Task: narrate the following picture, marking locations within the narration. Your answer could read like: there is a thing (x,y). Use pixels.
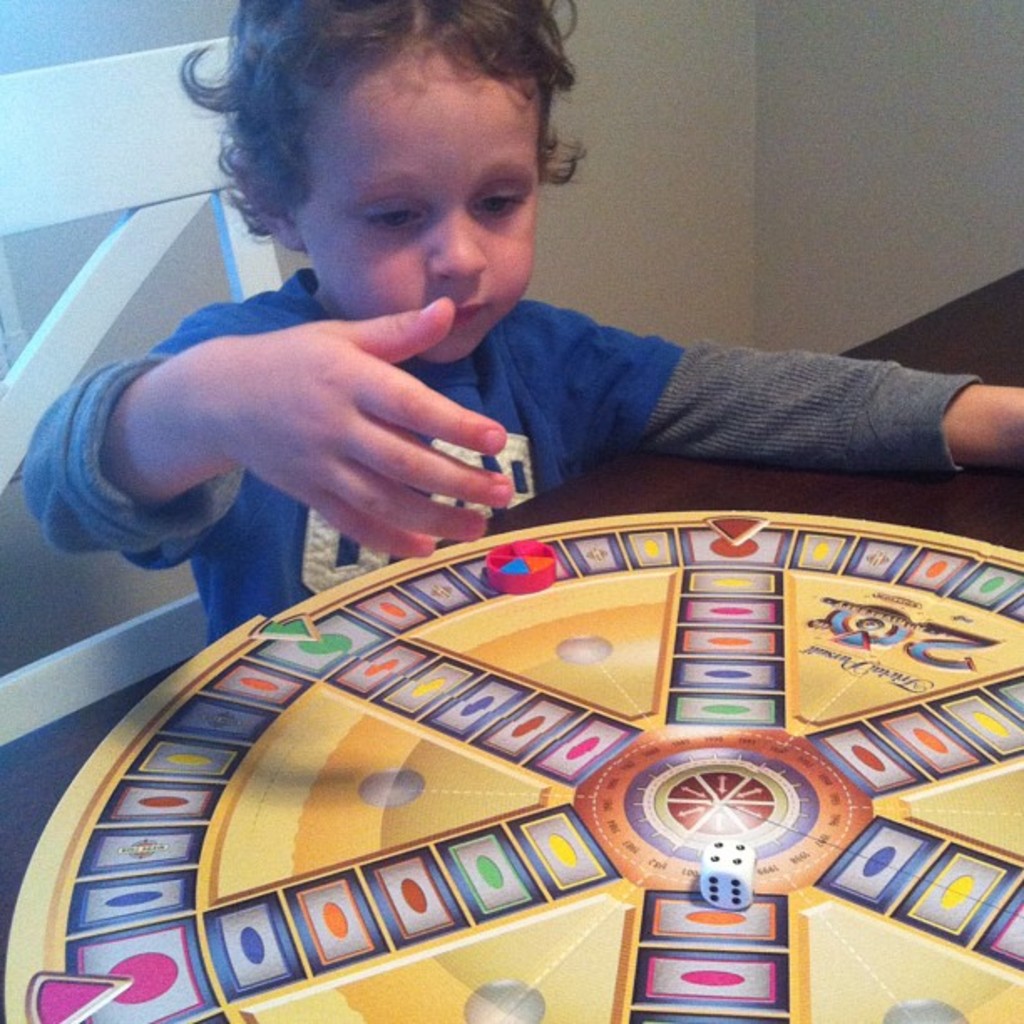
In this image we can see a game (428,577) is kept on a wooden table (947,364) and a child (303,531) wearing blue T-shirt (617,384) is sitting on the chair (3,479). In the background (644,323), we can see the wall (657,151).
